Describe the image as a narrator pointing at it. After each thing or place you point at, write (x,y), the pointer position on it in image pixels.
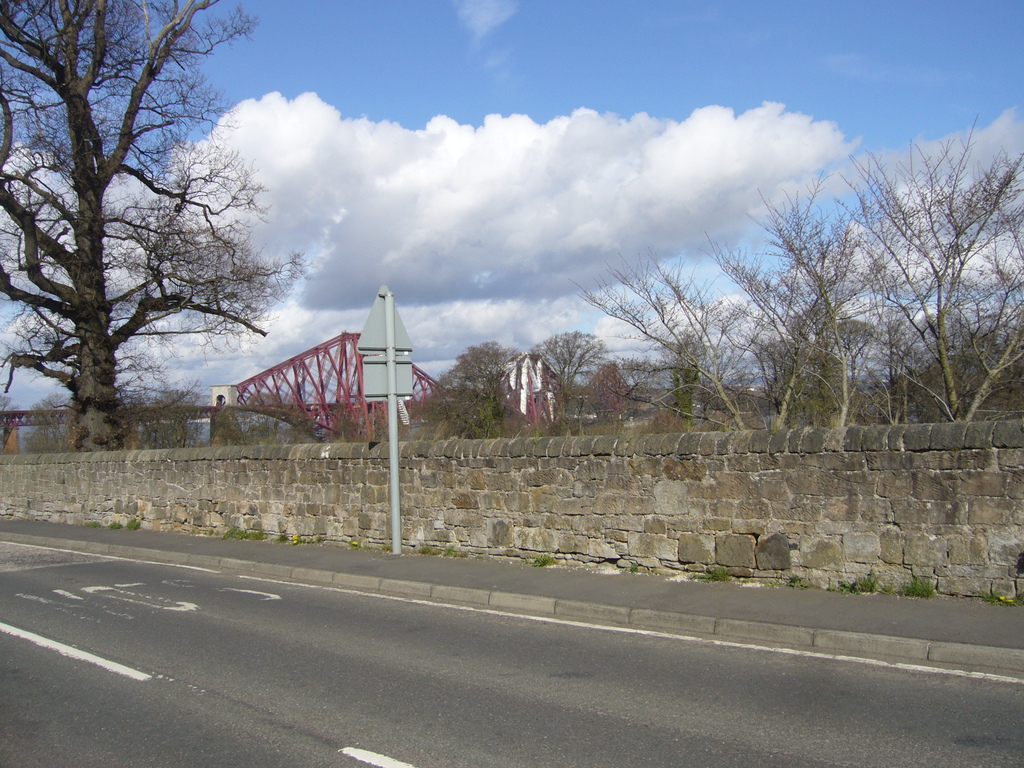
In this picture I can observe a wall (727,520). At the bottom (599,630) I can see a road (294,641). In the background (476,370) there are trees (714,426). At the top (371,158) there are clouds (491,156) in the sky (472,193).
